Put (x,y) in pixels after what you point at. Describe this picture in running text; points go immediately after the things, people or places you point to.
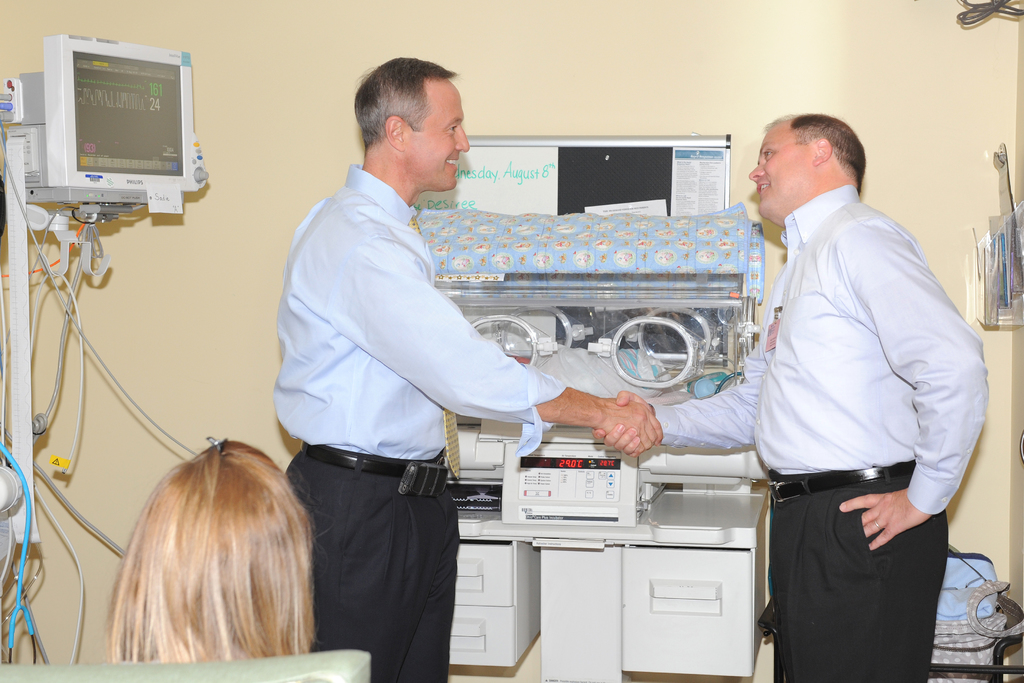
On the left side (263,469), there is a person (282,492). Beside this person (308,605), there is a person (403,90) who is smiling, standing and shaking hand (638,419) with other person (748,403) who is smiling and standing. In the background (472,90), there is wall (679,132) and other objects (618,194).
